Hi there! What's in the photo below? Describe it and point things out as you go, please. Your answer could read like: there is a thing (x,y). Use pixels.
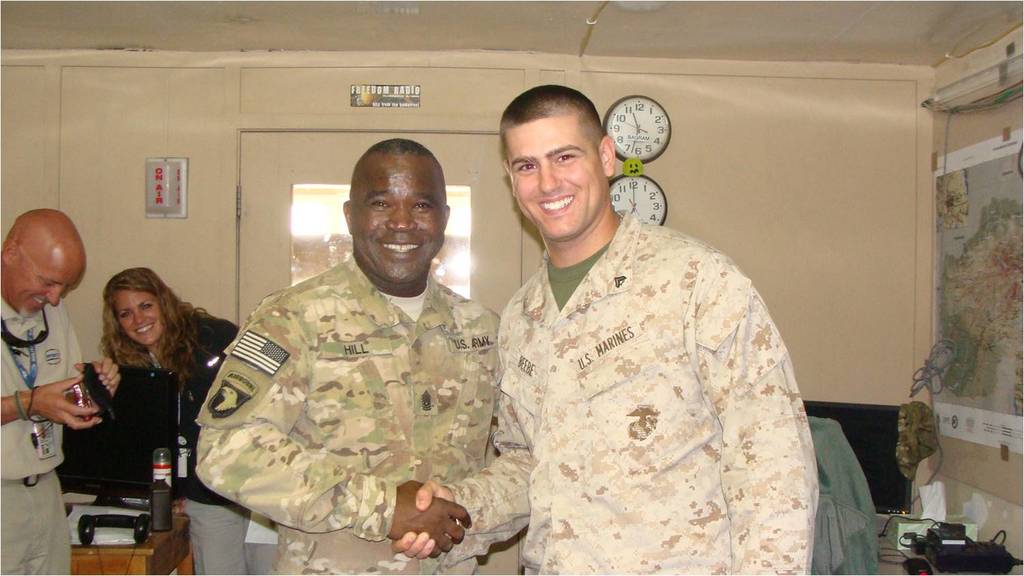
In the image we can see there are three men (298,399) and a woman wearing clothes (272,452). They are standing and they are smiling. We can see a wall (774,237), on the wall (766,203) there are two clocks (650,155) and a poster (945,241). We can even see a window (308,243), system (850,434), wooden table (173,552), mouse (921,571) and cable wires (910,546).
